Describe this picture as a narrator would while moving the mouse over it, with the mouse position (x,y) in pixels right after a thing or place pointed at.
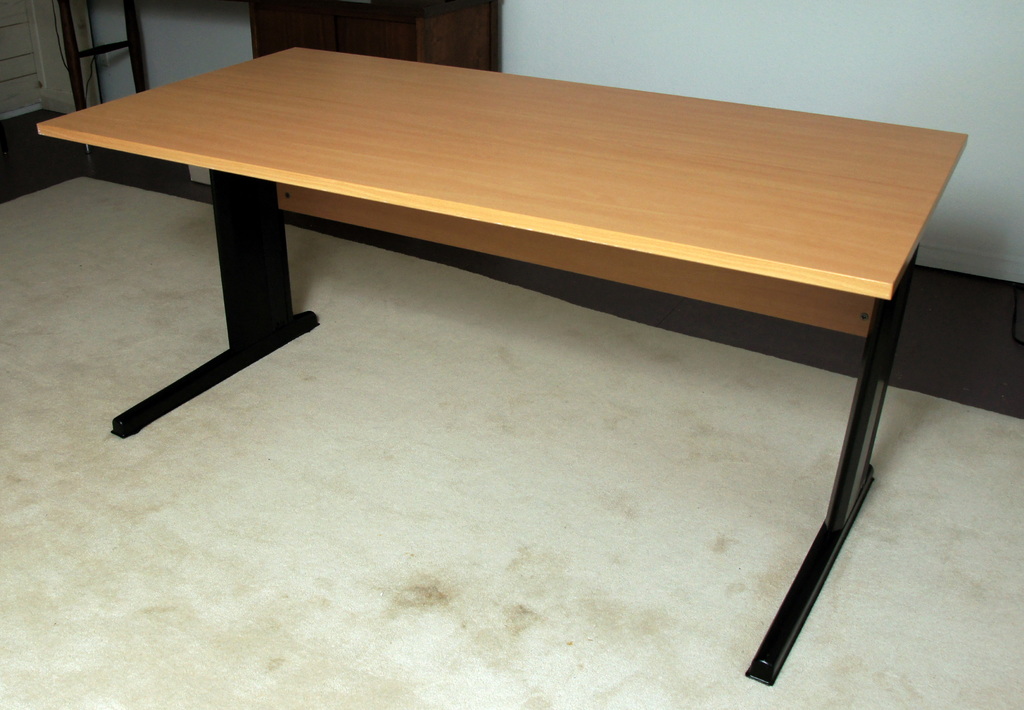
In the center of the image (672,276) we can see a table (269,308). In the background (590,47) there is a stand (483,57) and a wall (663,63). At the bottom (306,563) there is a floor (215,540).
